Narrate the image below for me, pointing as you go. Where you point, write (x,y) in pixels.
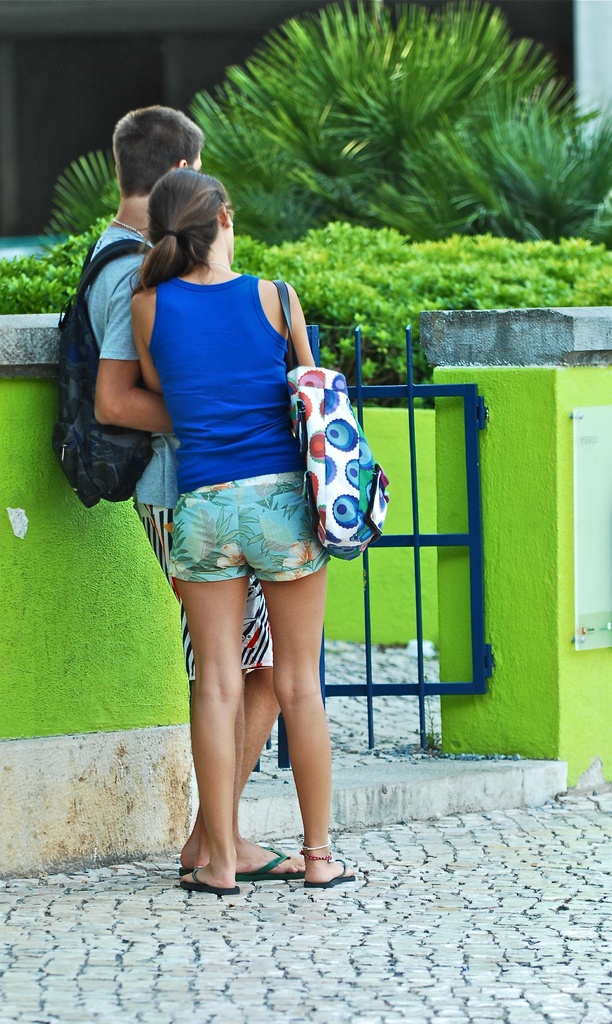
In this image I can see a woman (205,361) and a man (164,497) standing and holding bags (314,397). The man (108,334) is leaning to a wall (113,648). Beside these people (270,555) I can see a blue color gate (467,424) to the wall (530,431). In the background (457,251) there are some plants (418,199) and a building (118,42).
